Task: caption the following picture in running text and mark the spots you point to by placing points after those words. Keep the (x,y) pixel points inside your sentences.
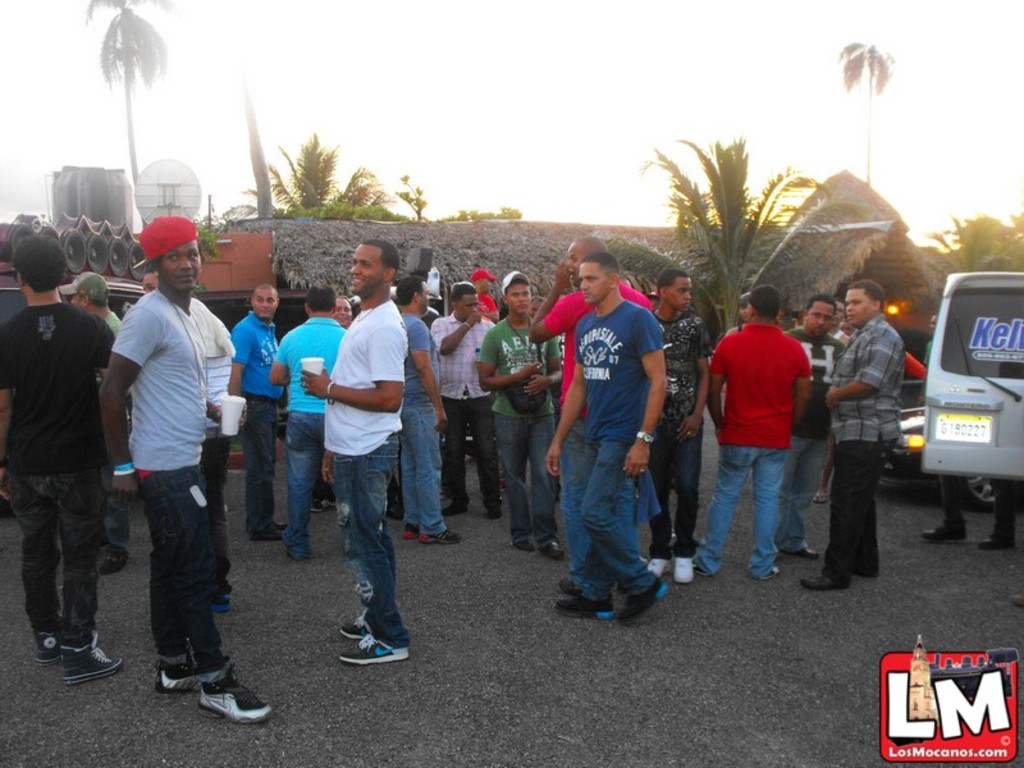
In this picture we can see vehicles (970,474) and people (53,589) standing on the road (342,625) and looking somewhere. In the background (663,266), we can see a grass hut (900,259) and a place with trees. At the top (120,199) we can see a tank (101,181) and an antenna (161,216). The sky (66,158) is bright.
